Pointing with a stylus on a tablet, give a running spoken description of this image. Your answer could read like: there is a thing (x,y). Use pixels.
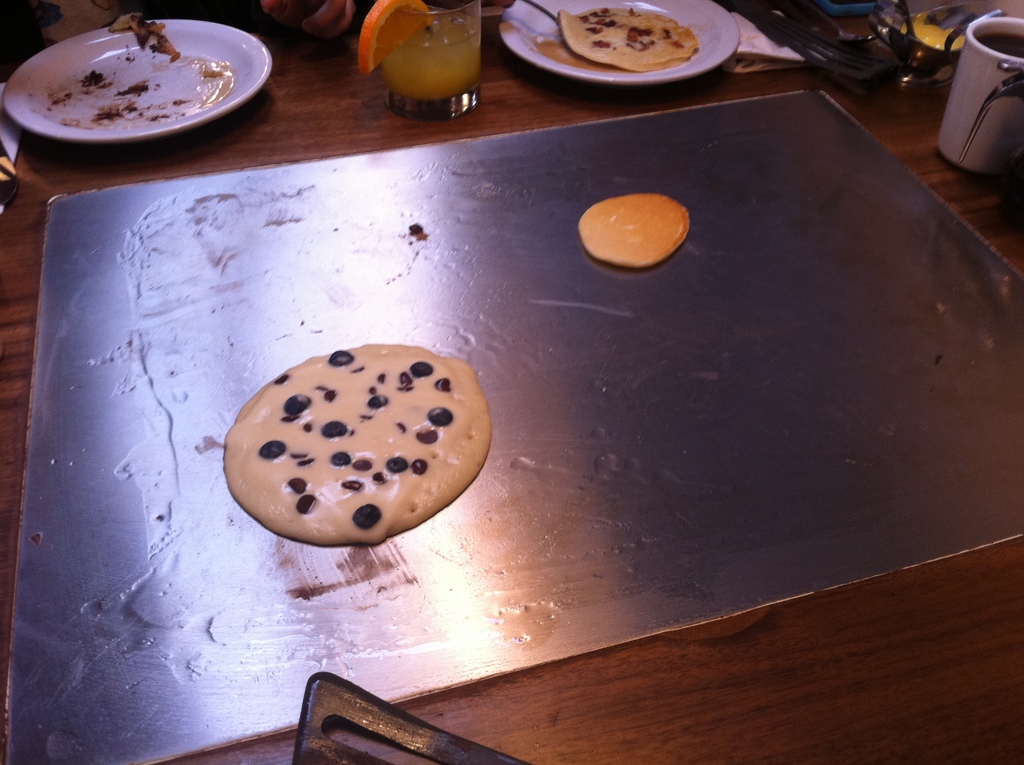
In this image there is a griddle (624,446) on which there is a pancake batter (367,370). In the background (184,81) there is a plate (184,98), Beside the plate (188,110) there is a glass (393,60). On the top center (418,45) there is a glass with some juice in it. Beside the glass (466,20) there is another plate (701,51) in which there is some food (639,30).
